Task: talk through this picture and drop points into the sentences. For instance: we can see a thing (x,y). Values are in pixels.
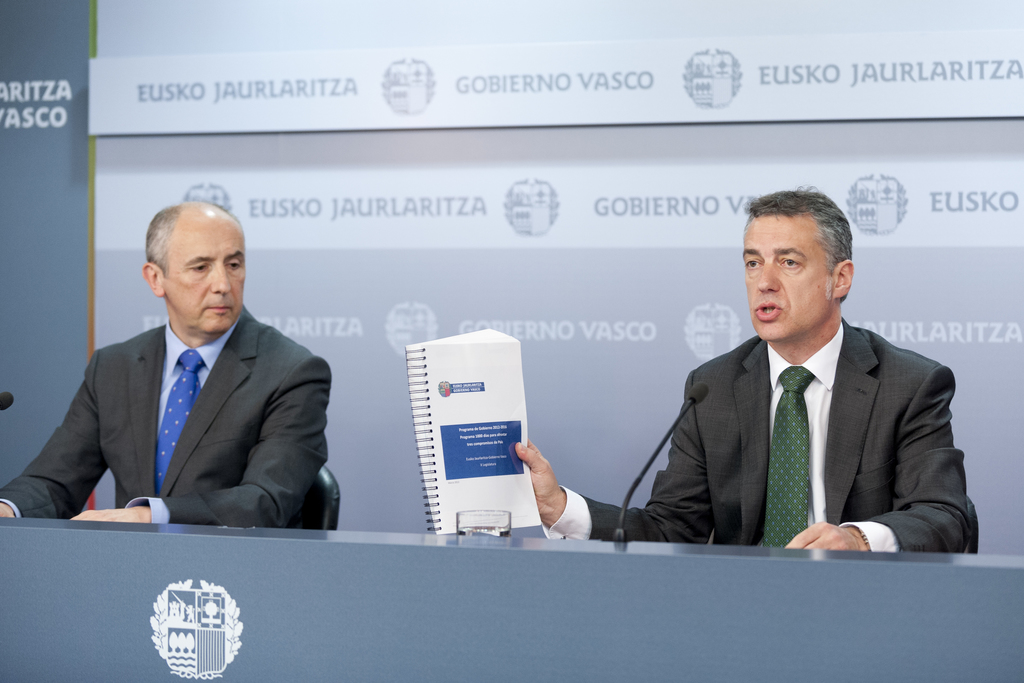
In this image, we can see two persons (553,508) wearing clothes (298,399) and sitting on chairs (308,507) in front of the table (882,597). There is a mic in the middle of the image (670,436). The person (823,471) who is on the right side of the image (918,425) holding a book (474,435) with his hand (550,482).
